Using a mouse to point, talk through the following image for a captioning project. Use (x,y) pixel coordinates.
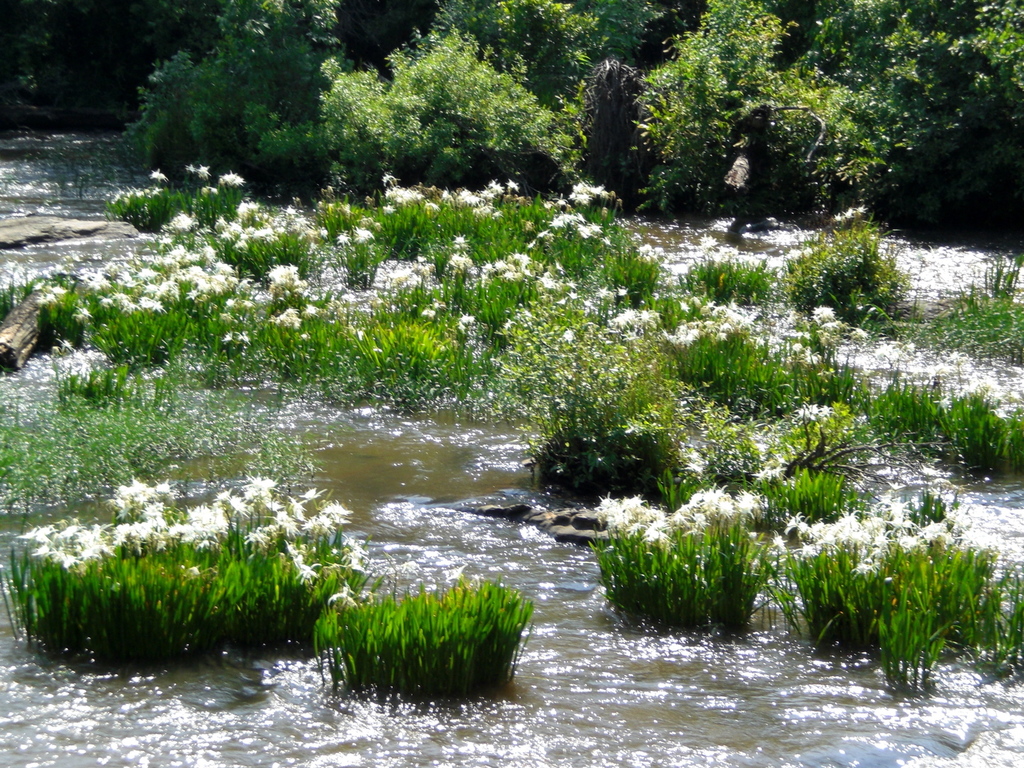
In this picture I can see water (552,698), there are flowers (717,516), grass (459,396), plants (511,296), and in the background (659,127) there are trees (615,19).
